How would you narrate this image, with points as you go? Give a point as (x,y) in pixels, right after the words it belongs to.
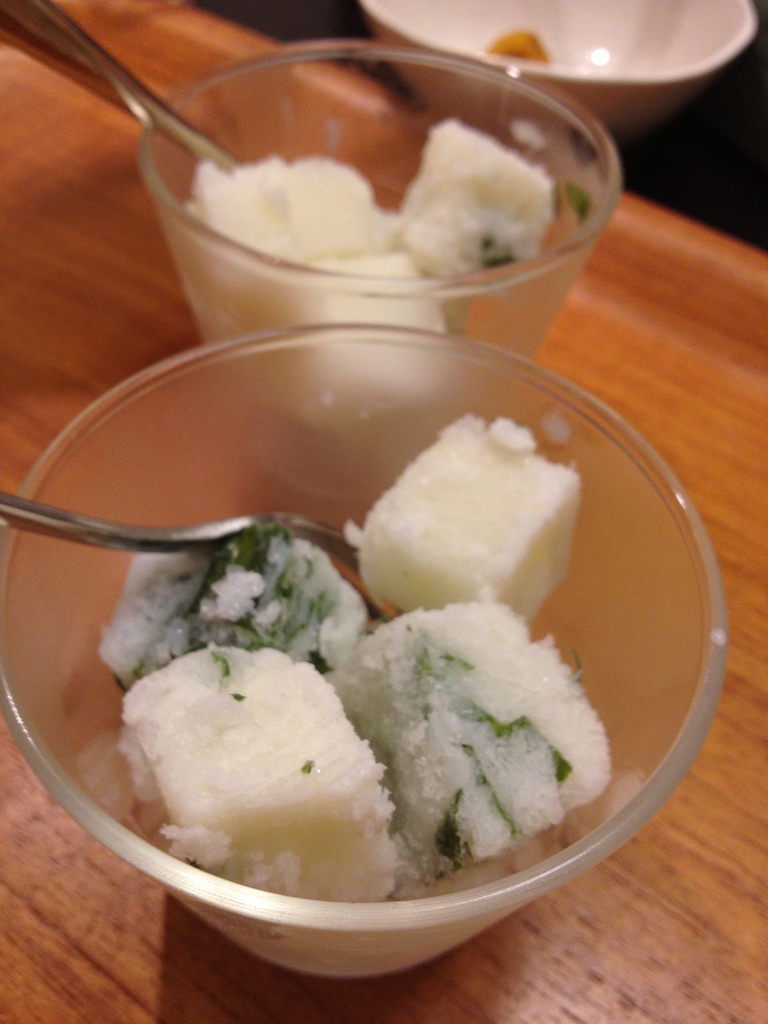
In this image there is a table (609,928) and we can see bowls (477,340), spoons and some food (423,754) placed on the table (664,936).
